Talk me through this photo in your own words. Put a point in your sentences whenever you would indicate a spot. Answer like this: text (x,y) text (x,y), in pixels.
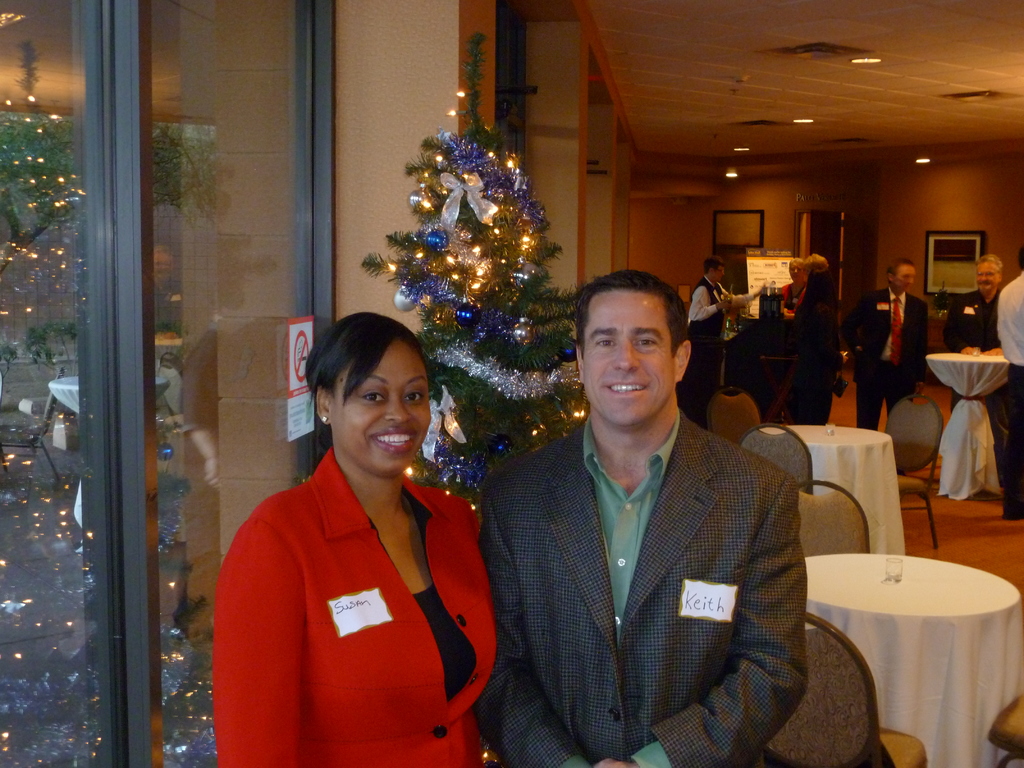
In this picture there is a woman (409,531) and a man (610,573), standing. Both of them were smiling. In the background (491,350), there is a tree (491,350) which was decorated with lights (457,246). There are some tables (842,590) and chairs (832,678) behind them. Some of them was standing in the background (911,310). We can observe some photo frames (955,291) attached to the walls (699,217) here.
